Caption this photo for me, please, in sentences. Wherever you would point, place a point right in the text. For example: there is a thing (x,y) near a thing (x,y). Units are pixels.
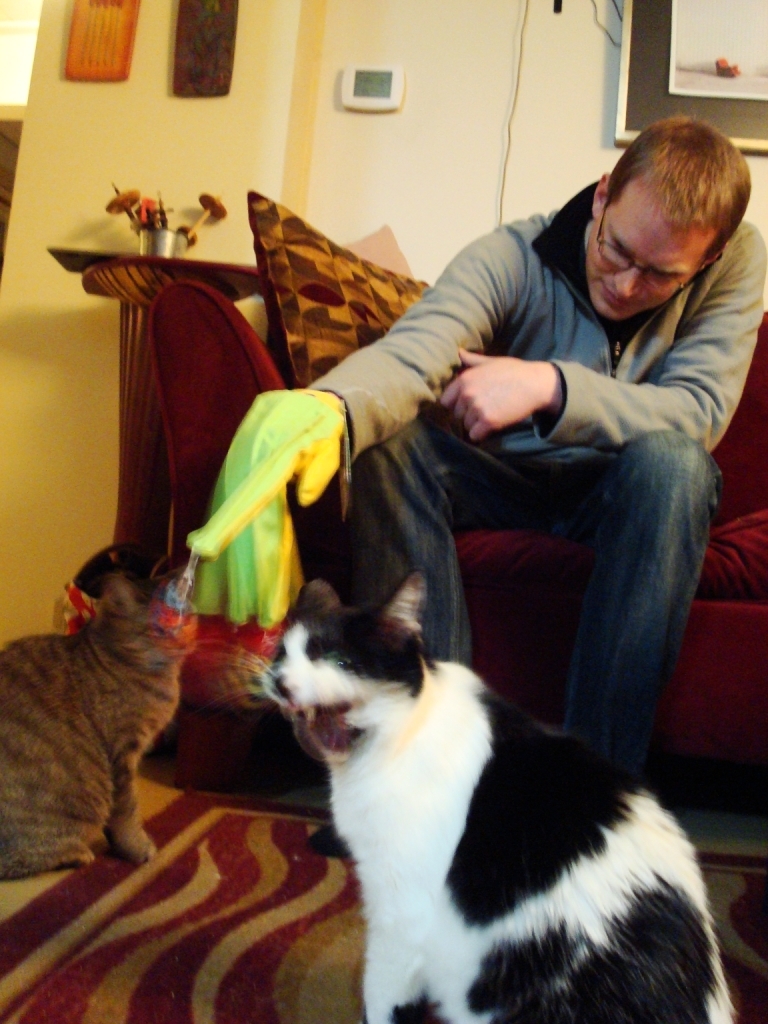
In this image, we can see a person (648,334) wearing spectacles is sitting on the sofa (189,744). We can also see some cats (638,1021) and the ground (244,927) with the mat (355,954). We can see the wall (446,226) with a poster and some objects (395,72). We can also see a table (155,263) with some objects (200,225) on it.
